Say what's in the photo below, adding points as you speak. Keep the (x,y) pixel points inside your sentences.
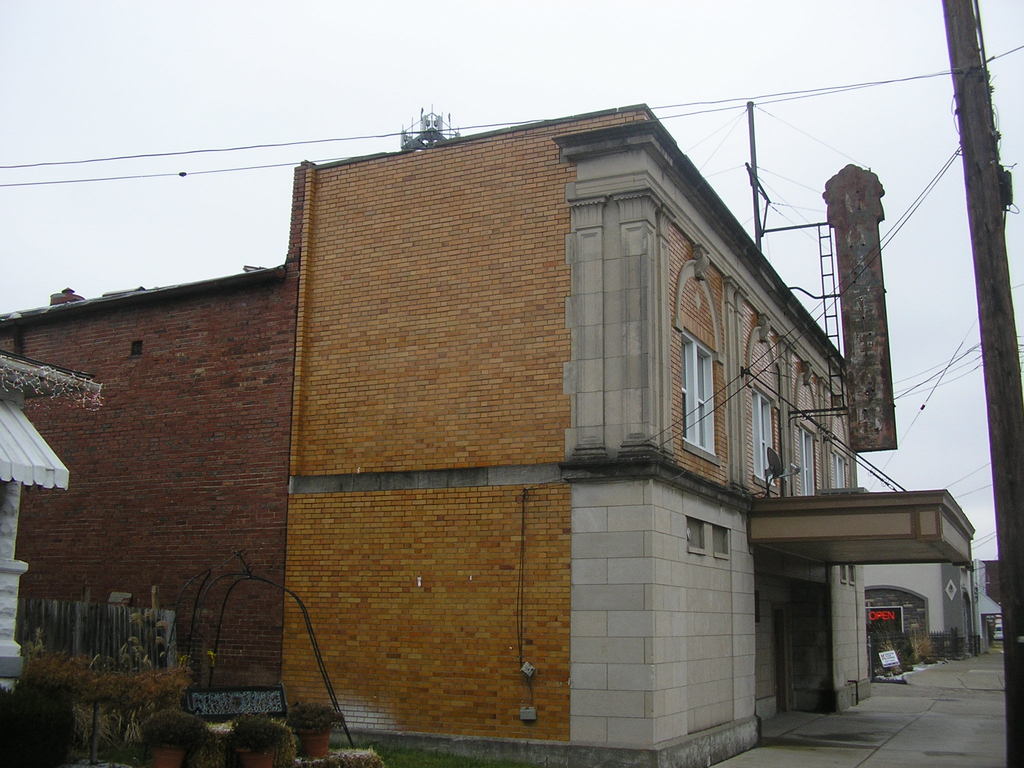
In this image there is the sky (522,53), there are wires (793,93), there is a pole (984,219) truncated towards the right of the image (966,113), there are buildings (942,524), there is a board (854,293), there are windows (880,629), there are plants (325,717), there is grass (361,742), there is an object (8,398) truncated towards the left of the image (27,431), there is a board (891,618) with text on it.
